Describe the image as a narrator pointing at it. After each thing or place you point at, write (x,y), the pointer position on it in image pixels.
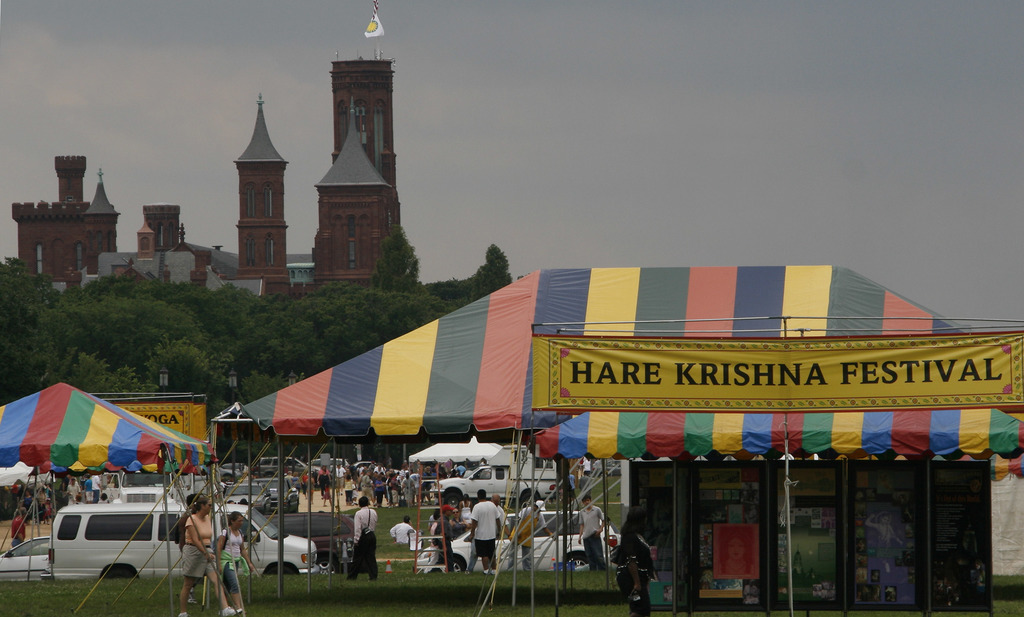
This picture is clicked outside the city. Here, we see people (483,530) walking under the colorful tent (452,357). We even see stalls (812,477) under the tent (656,444). Behind that, we see many people (406,470) walking on the road (412,495). We even see cars (530,469) parked on the road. On the right corner of the picture (958,367), we see a banner (757,398) on which "HARE KRISHNA FESTIVAL" is written. There are many buildings (86,237) and trees (280,380) in the background (370,275). We even see a white color flag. At the top of the picture (617,128), we see the sky (423,154) and at the bottom of the picture (84,590), we see grass (80,582).
